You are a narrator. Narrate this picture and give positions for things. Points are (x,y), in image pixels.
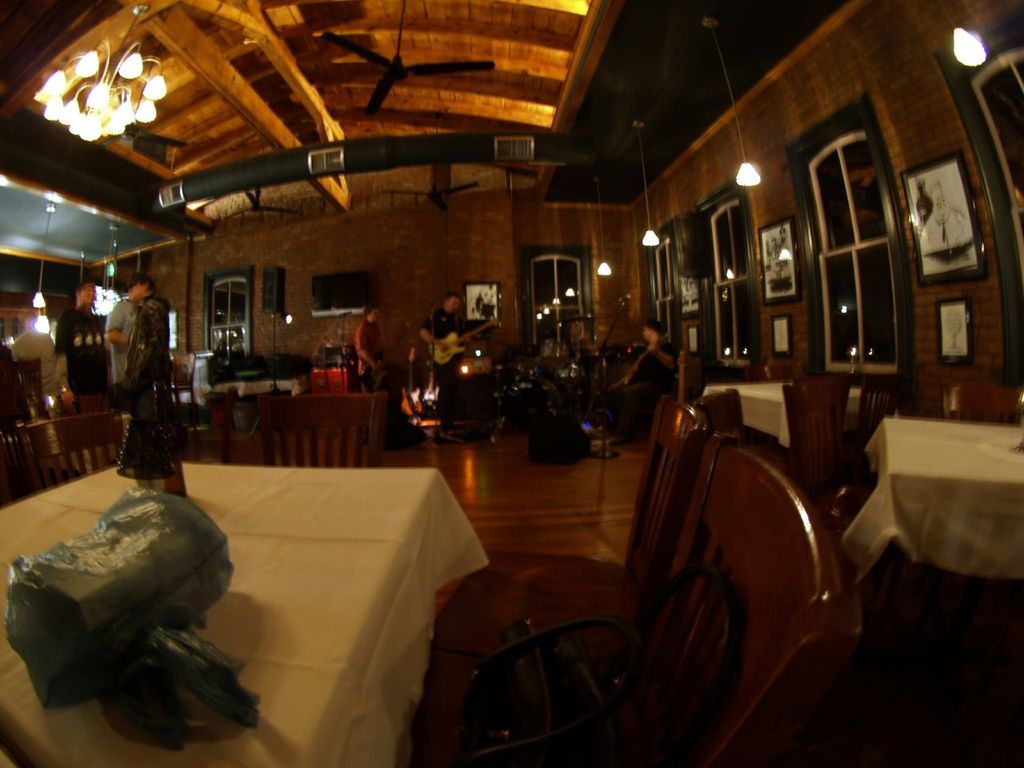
Here we can see tables (387,634) and chairs (619,601). There are three persons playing musical instruments (567,389). This is floor (578,499). In the background (353,306) we can see lights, windows (818,304), fans (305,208), frames (954,355), screen (353,307), and a wall (408,284).
